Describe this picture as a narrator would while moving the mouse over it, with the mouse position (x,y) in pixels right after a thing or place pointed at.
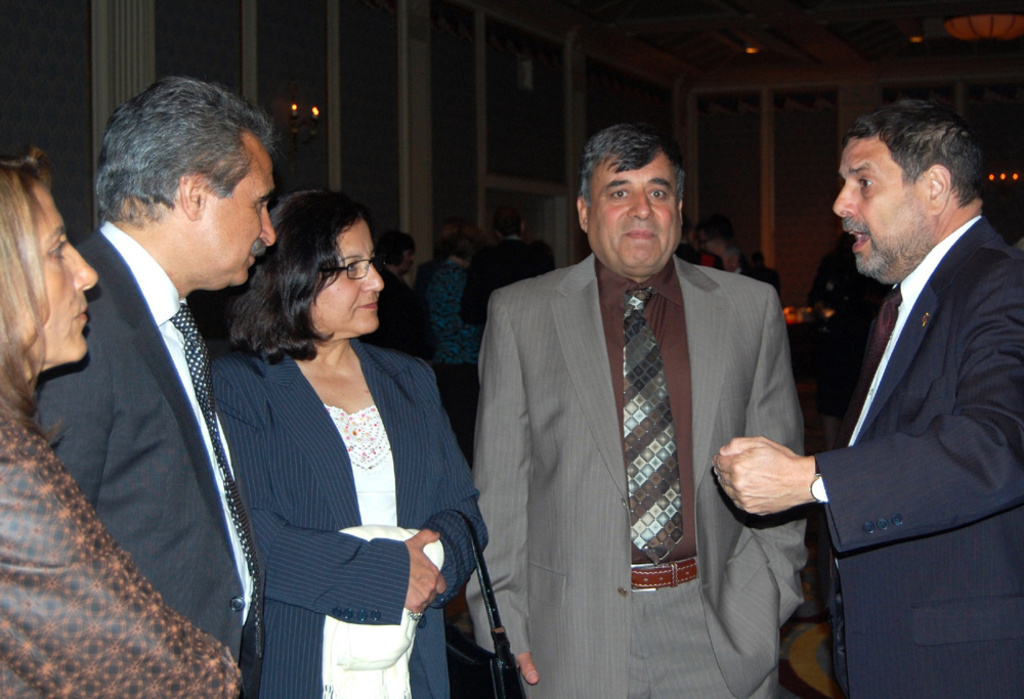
In this image we can see some group of persons (678,404) standing in a closed room (450,150), in the foreground of the image (445,582) there are some persons (343,589) standing and discussing between themselves and in the background of the image (569,74) we can see a wall (369,43) and some lights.
